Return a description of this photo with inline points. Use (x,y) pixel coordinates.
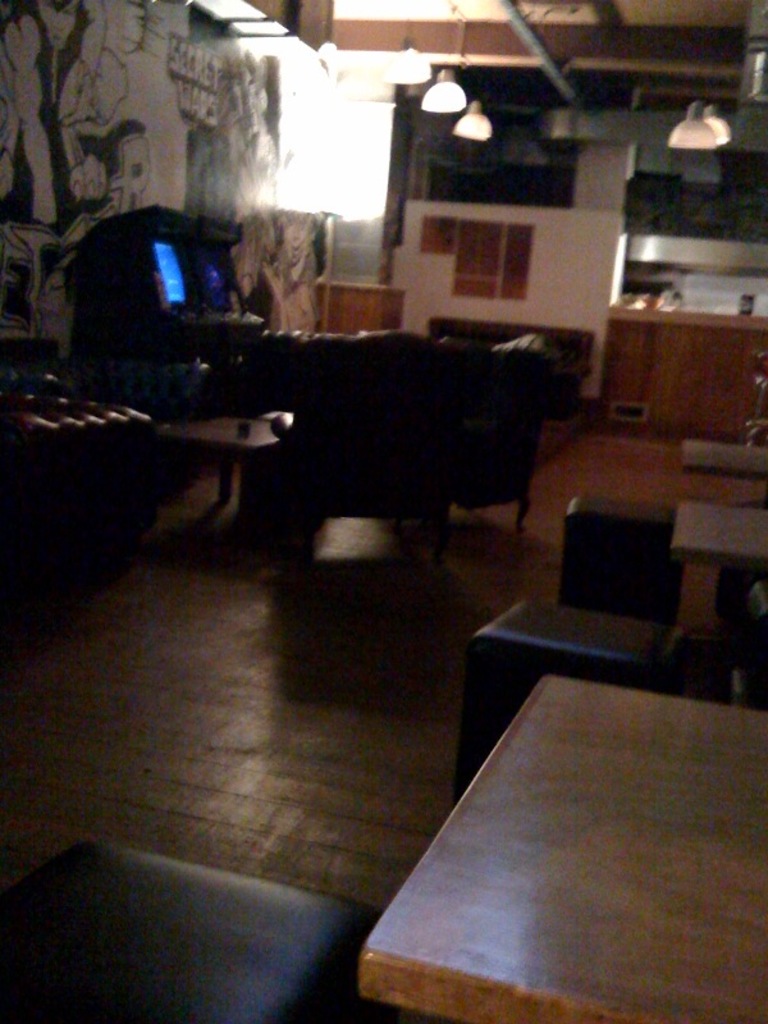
In this image I can see a table (606,846) which is brown in color and few couches (247,899) which are black in color on the floor (421,694). In the background (380,462) I can see few couches (330,444), a table (253,427), a television (184,302), the wall (149,157), the ceiling (592,14) and few lamps (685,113).
